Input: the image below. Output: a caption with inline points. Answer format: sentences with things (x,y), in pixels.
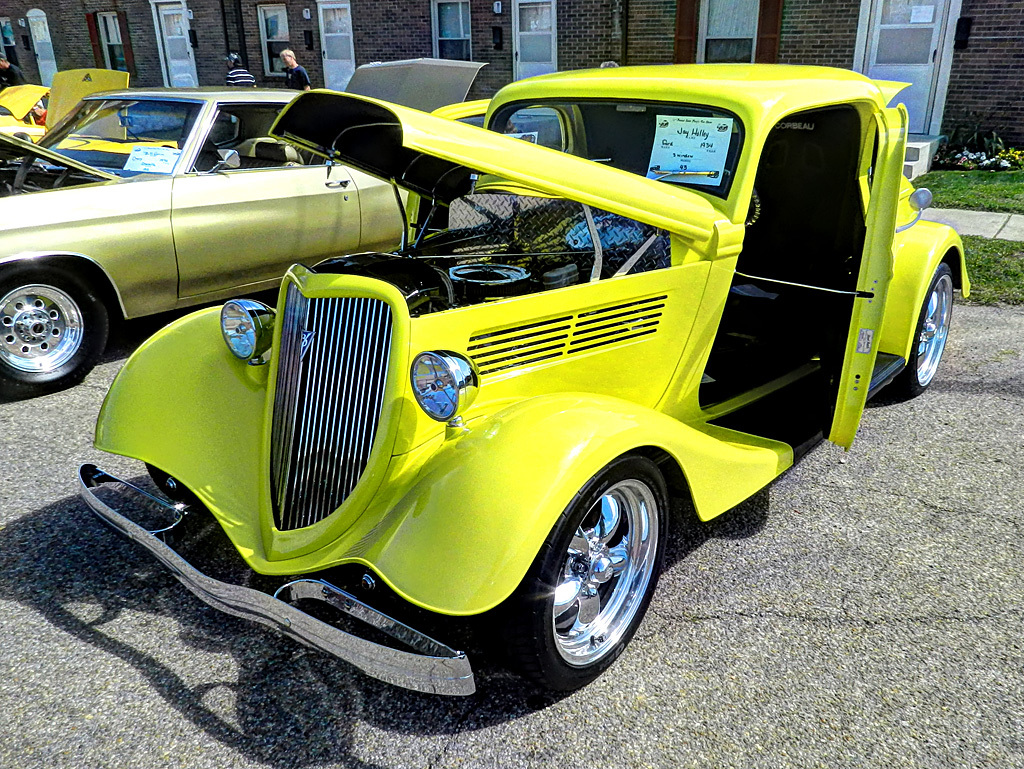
The picture consists of cars (245,361) of different colors on the road (912,636). In the background (309,24) there are houses (453,50), doors (190,62), people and other objects (998,164).
